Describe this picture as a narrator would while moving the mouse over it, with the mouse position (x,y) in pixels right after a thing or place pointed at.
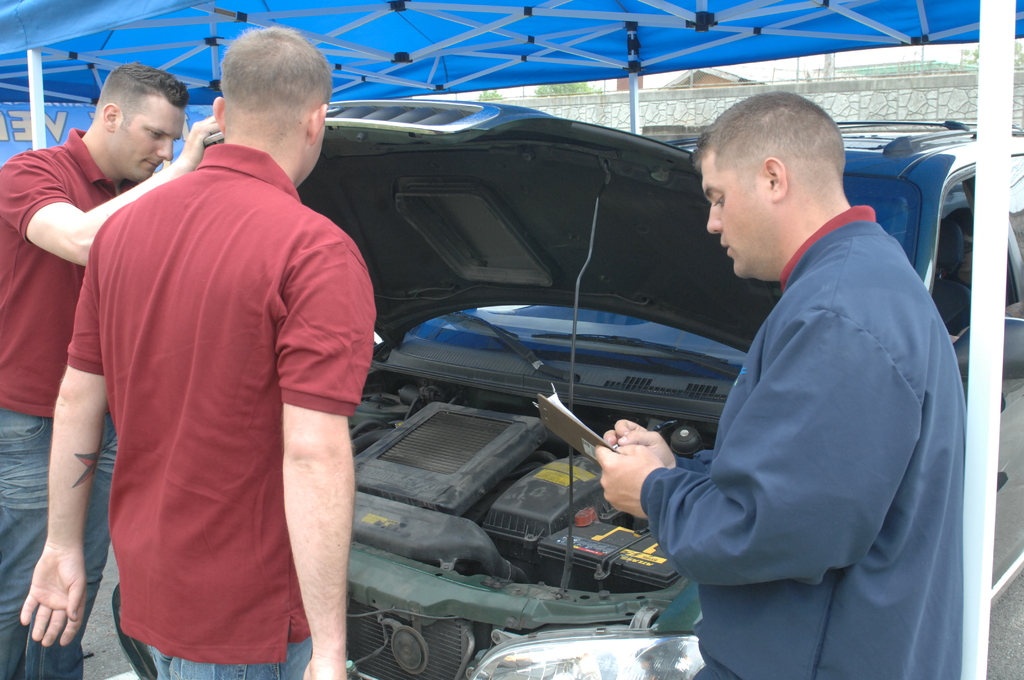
In this image there are three persons (62,272) are standing in middle of this image (647,449) and the right side person (628,442) is holding a pad (593,439) and one pen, and there is one car (513,401) in middle of this image (548,304) and there is a wall (712,92) in the background (895,107). There is a shelter (536,34) which is in blue color is at top of this image (156,27).
